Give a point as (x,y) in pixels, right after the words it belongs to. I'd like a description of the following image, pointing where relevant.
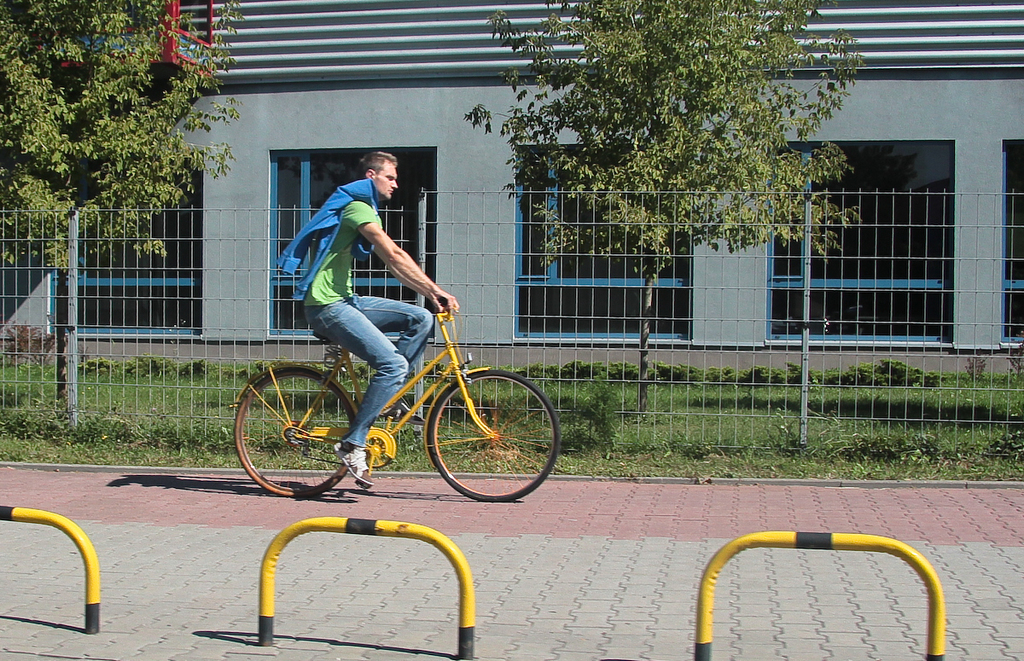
In this image there is a person (349,459) cycling on the pavement (527,511), beside the pavement (430,648) there is a closed mesh fence (592,278) on the other side of the fence (623,380) there is grass (616,391) on the surface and trees (553,240) and there is a building (269,157), on the other side of the pavement (285,606) there are metal rods (743,545).
